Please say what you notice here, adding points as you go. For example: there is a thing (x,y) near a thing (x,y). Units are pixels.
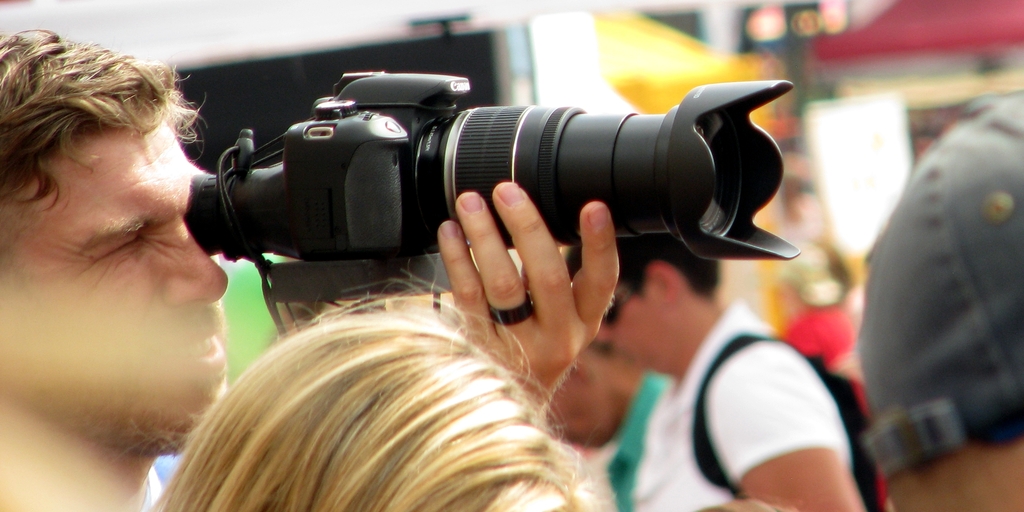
In the image there are group of people (286,401). On left side (178,244) there is a man (170,289) who is holding a camera (409,226), on right side (940,407) there is a man (957,408) wearing his hat (964,287) we can also see another man (789,354) wearing his backpack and also wearing his goggles (629,297).
